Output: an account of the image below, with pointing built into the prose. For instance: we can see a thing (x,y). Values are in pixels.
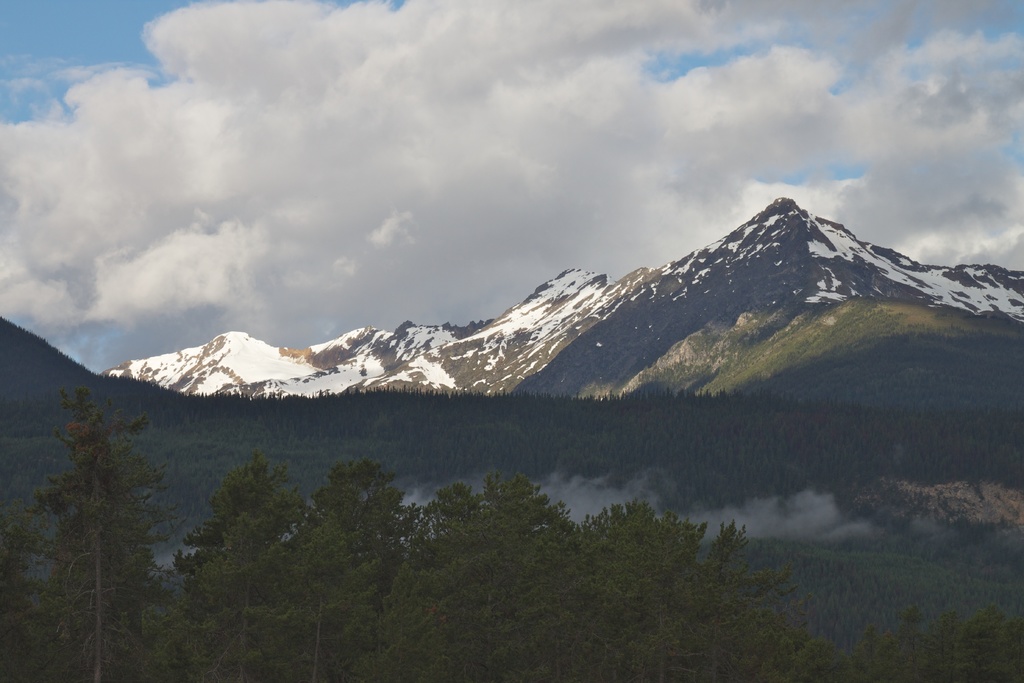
This picture is clicked outside the city. In the foreground (349,615) we can see the trees (552,523) and a smoke (652,501). In the center (670,294) we can see the hills (670,294) and some amount of snow (238,358) on the hills (928,270). In the background (111,10) there is a sky (148,105) which is full of clouds (478,189).
